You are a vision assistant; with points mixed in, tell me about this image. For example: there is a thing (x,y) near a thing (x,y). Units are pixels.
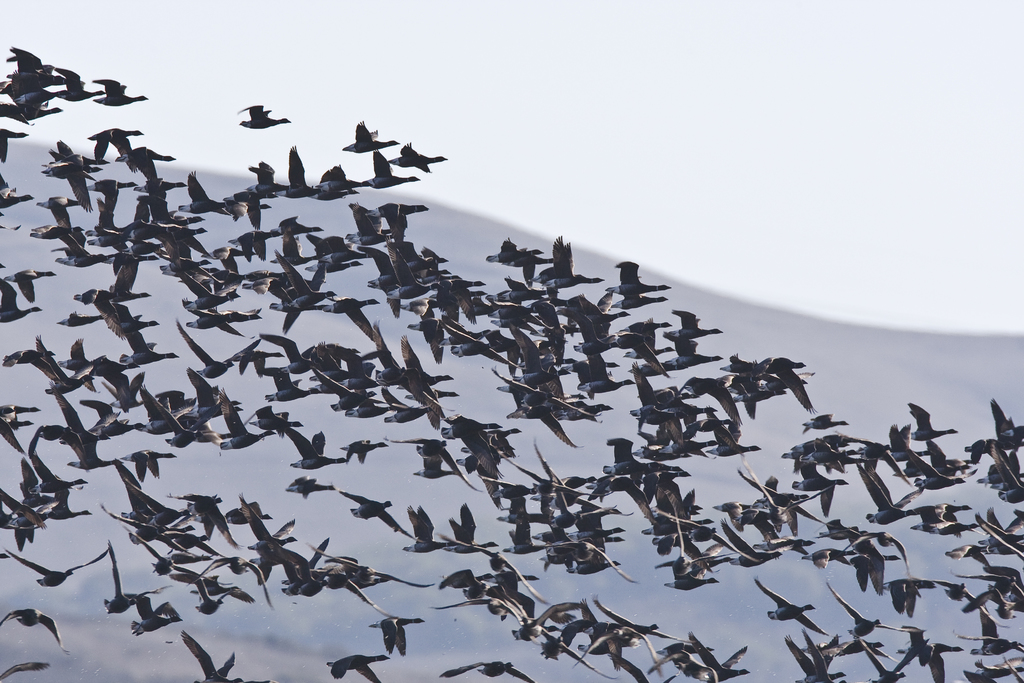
In the picture I can see many birds (552,428) are flying in the air (836,582). In the background (195,85), we can see the sky (713,55).
